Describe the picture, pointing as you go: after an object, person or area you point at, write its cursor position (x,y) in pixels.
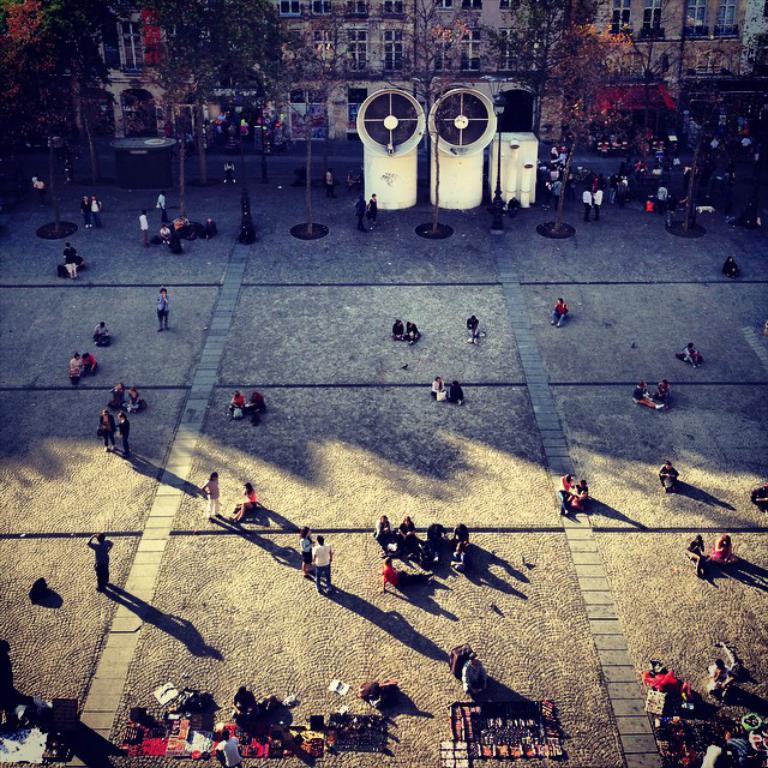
In this picture I can see few people (615,198) standing and few are seated and I can see buildings (461,72) and trees (299,77) and I can see few bags (460,653) on the ground (360,588).
